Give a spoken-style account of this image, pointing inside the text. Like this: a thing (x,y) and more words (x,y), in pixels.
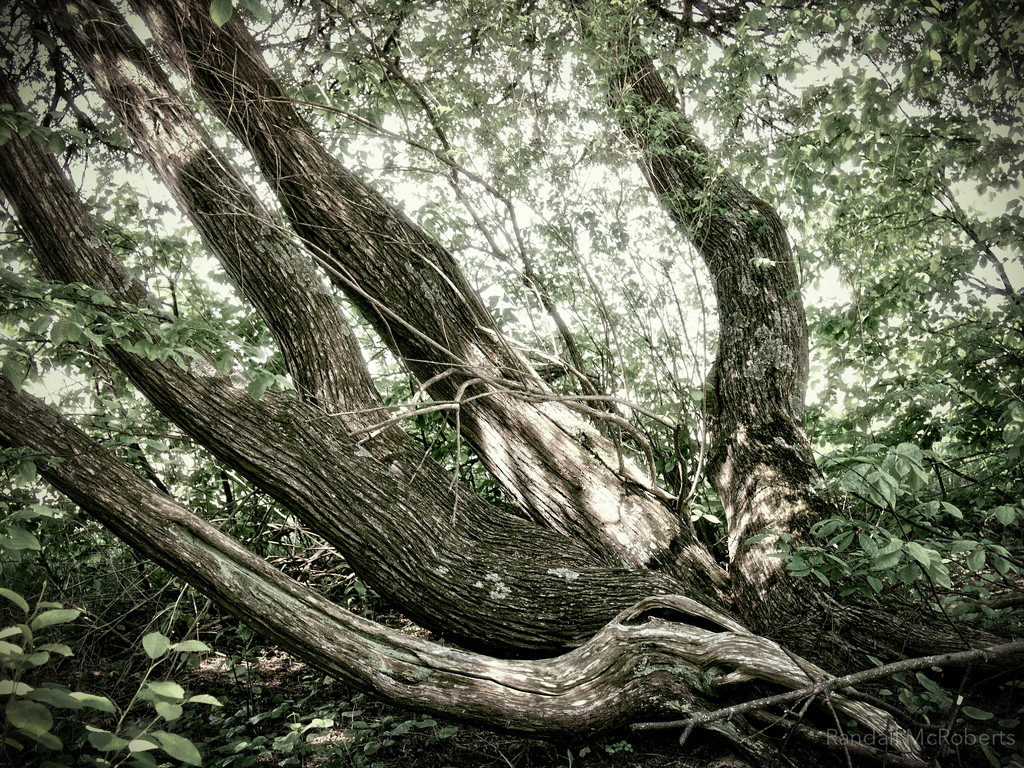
In this image I can see few tree (893,213) and tree trunks (612,458). The sky (637,221) is in white color.
